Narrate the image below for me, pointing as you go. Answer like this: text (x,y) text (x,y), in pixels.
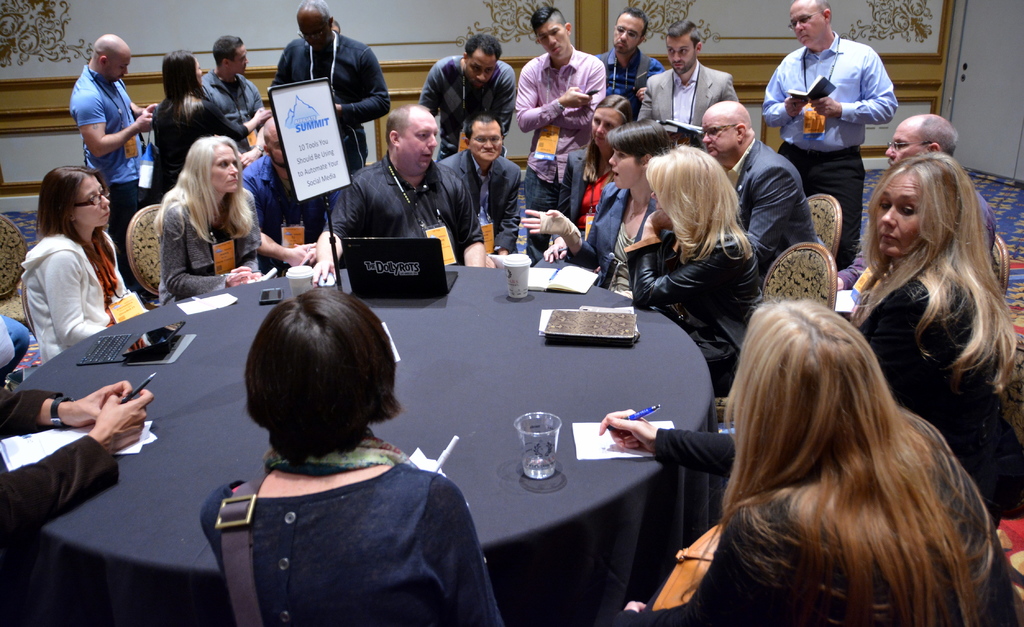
In this image we can see people (26,347) sitting on chairs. There is a table (579,417) on which there is a black color cloth (675,335) and other objects (398,284). In the background of the image (799,70) there are people (831,47) standing. There is a wall (905,44).
